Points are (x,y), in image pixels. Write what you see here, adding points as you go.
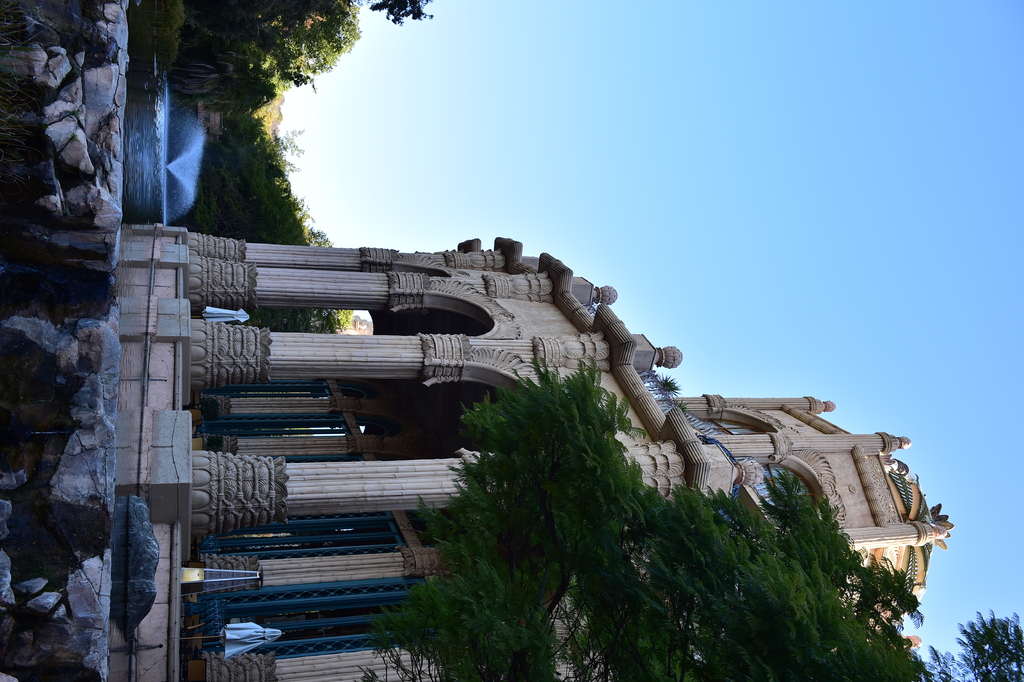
This image consists of a building (188,324) along with pillars (874,538). At the bottom (675,624), we can see a tree (631,643). In the background (256,207), there are many trees (221,42) and water (133,157). At the top (897,176), there is sky (899,171).
